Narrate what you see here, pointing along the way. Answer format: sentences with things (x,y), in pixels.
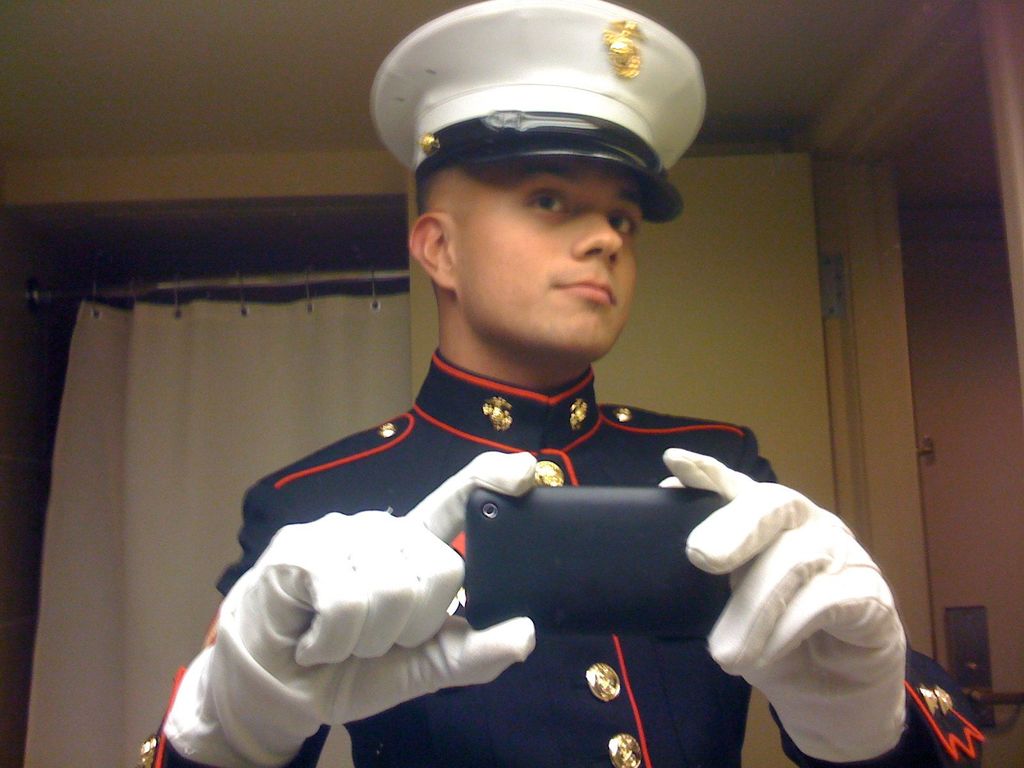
In this picture, the man (372,436) in the uniform (556,432) is standing. He is holding a mobile phone (655,613) in his hands (460,570). I think he is clicking the photos on the mobile phone (480,495). Behind him, we see a white door (764,354). Behind that, we see a curtain (141,403) in white color. On the right side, we see a white wall (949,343). At the top (222,125), we see the ceiling (153,84) of the room (340,79).
